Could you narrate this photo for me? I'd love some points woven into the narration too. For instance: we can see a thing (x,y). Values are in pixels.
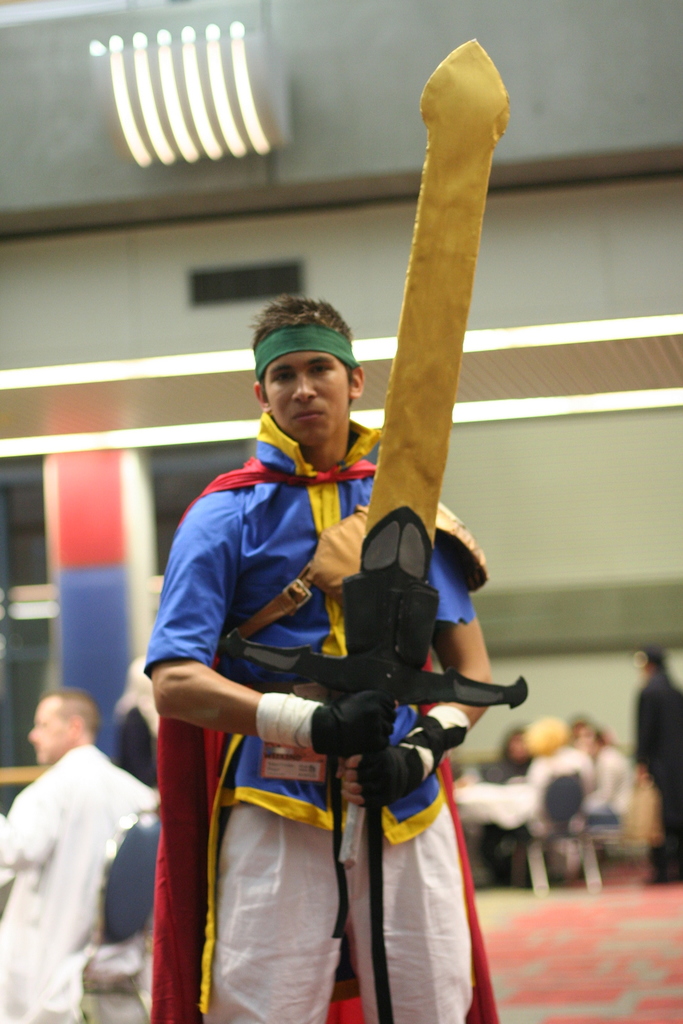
In the middle of the image (247,521) we can see a man (356,1003) holding a weapon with his hands (412,768). There are few people (17,1006) sitting on the chairs (533,865) and we can see a person (679,754) standing on the floor (554,964). In the background (537,663) we can see wall (32,298) and lights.
